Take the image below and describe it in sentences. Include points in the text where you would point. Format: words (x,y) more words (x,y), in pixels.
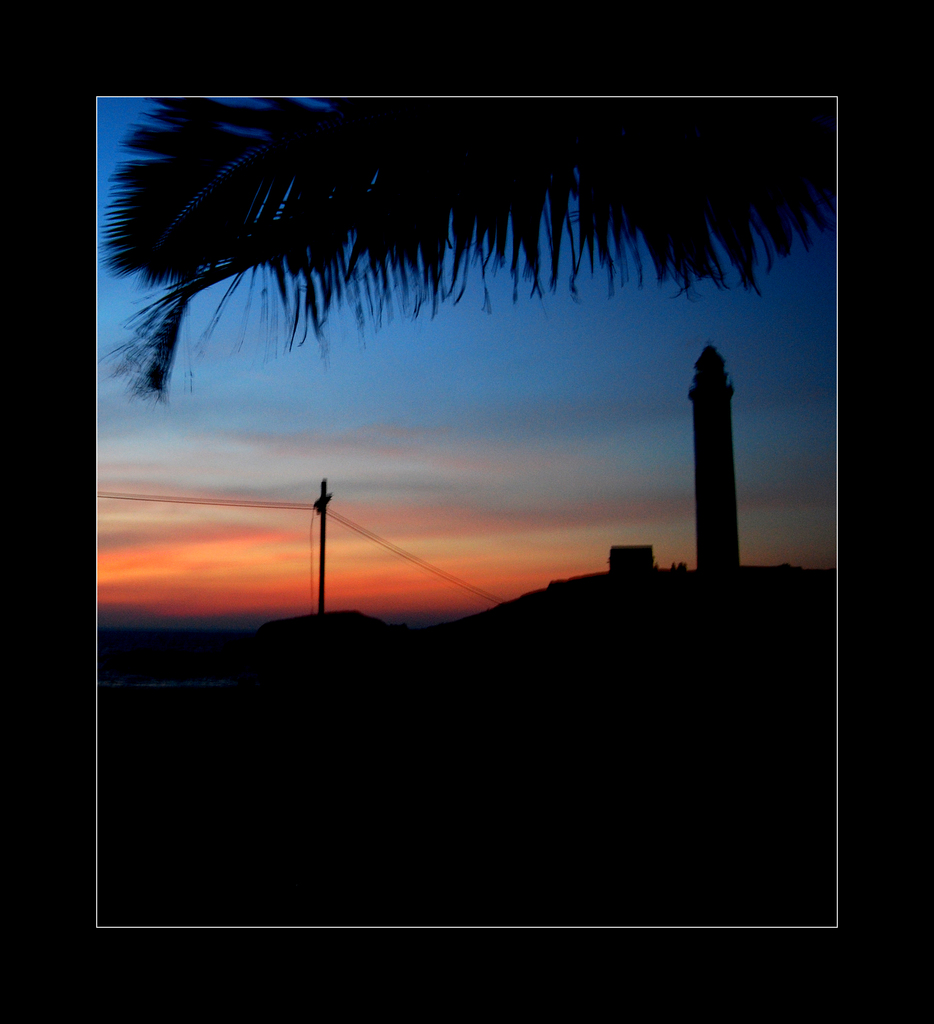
In this picture there is a sunset photography. In the front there is a tower (723,560) and red color sky (693,520). Above we can see the huge coconut leave (492,215).
